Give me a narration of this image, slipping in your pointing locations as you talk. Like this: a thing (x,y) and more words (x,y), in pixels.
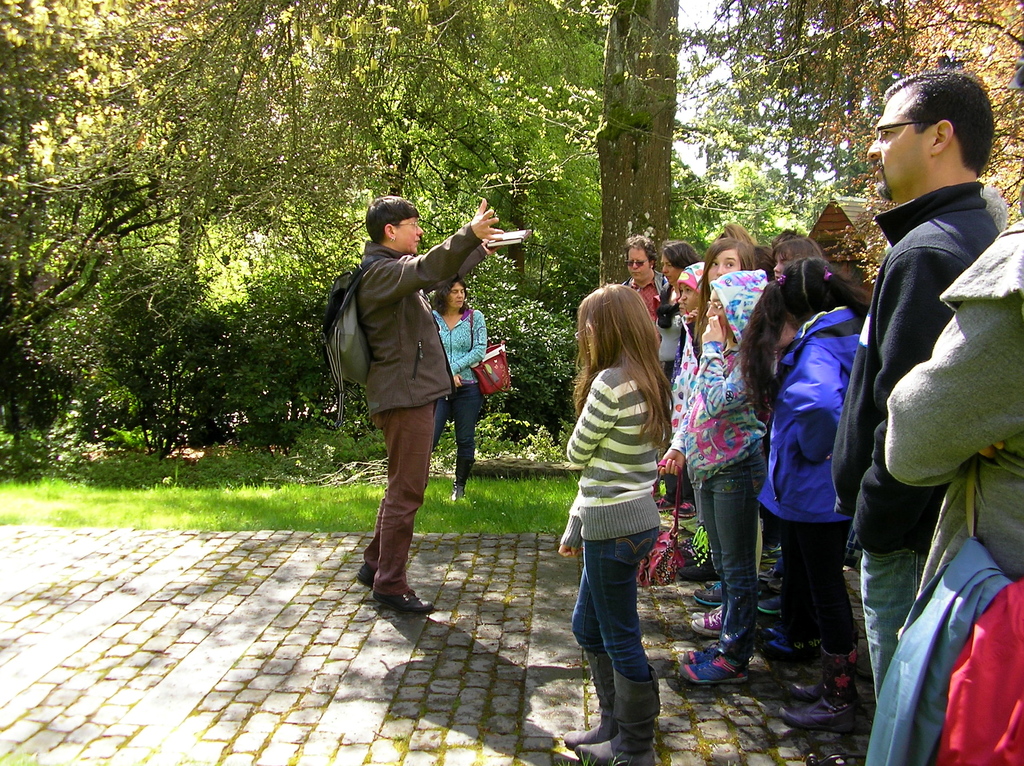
In this image we can see few people (724,492) standing on the pavement (492,546), some of them are carrying bags (341,387), there are some plants (323,359), trees (728,144), grass (171,496), also we can see the sky (712,103).
